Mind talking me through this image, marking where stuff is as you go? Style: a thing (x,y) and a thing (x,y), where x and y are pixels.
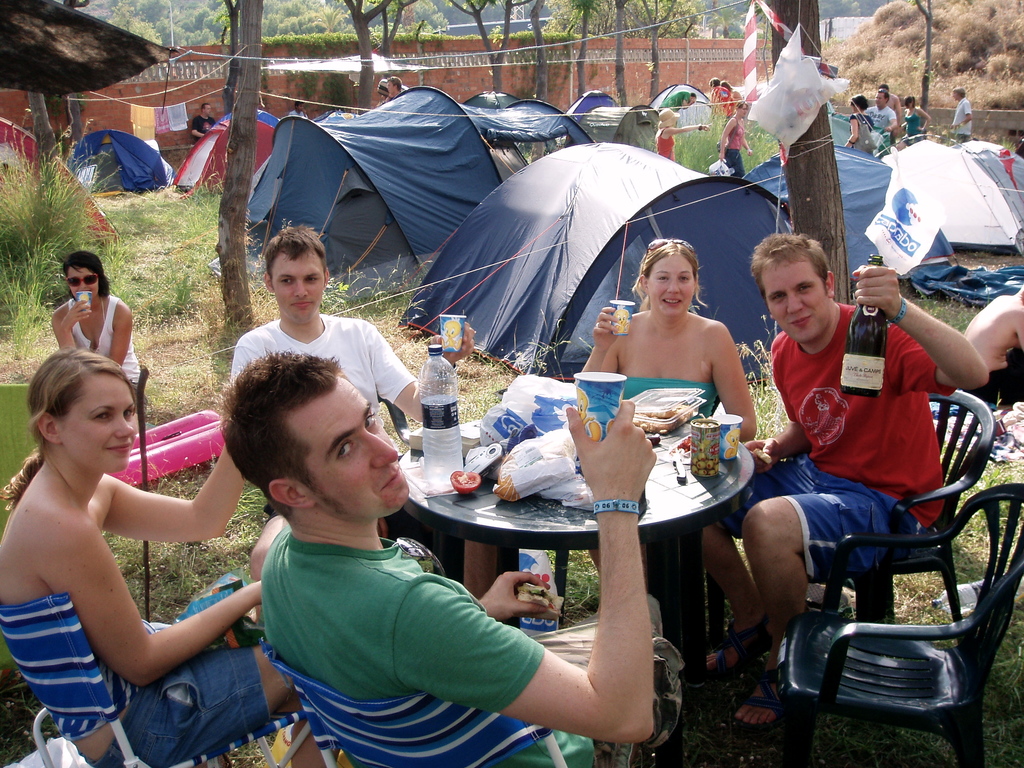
In this picture there are group of people (301,443) those who are sitting around the table (488,514), table (422,510) contains different types of food items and water bottle (446,406), there are some trees (239,314) around the area of the image and tents (569,226) around the area of the image.
